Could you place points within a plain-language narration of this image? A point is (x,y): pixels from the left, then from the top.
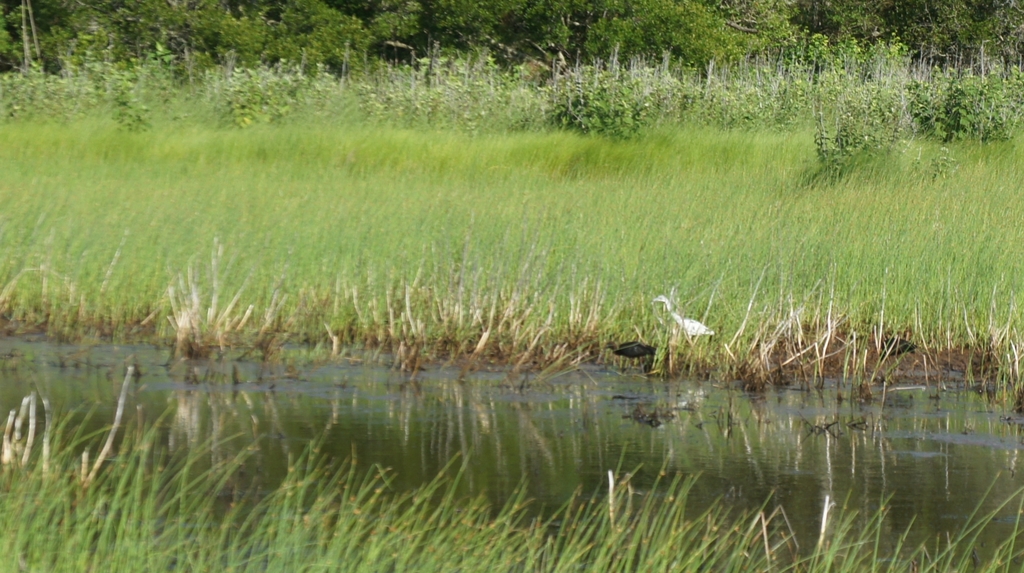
This image is taken outdoors. At the bottom of the image (406,529) there is a ground (320,497) with grass (487,552) on it. In the middle of the image (416,382) there is a pond (635,432) with water (812,434). There are two birds (635,344) on the ground (712,313). In the background (376,80) there are many trees (148,36) and plants (776,78) on the ground (901,127).
